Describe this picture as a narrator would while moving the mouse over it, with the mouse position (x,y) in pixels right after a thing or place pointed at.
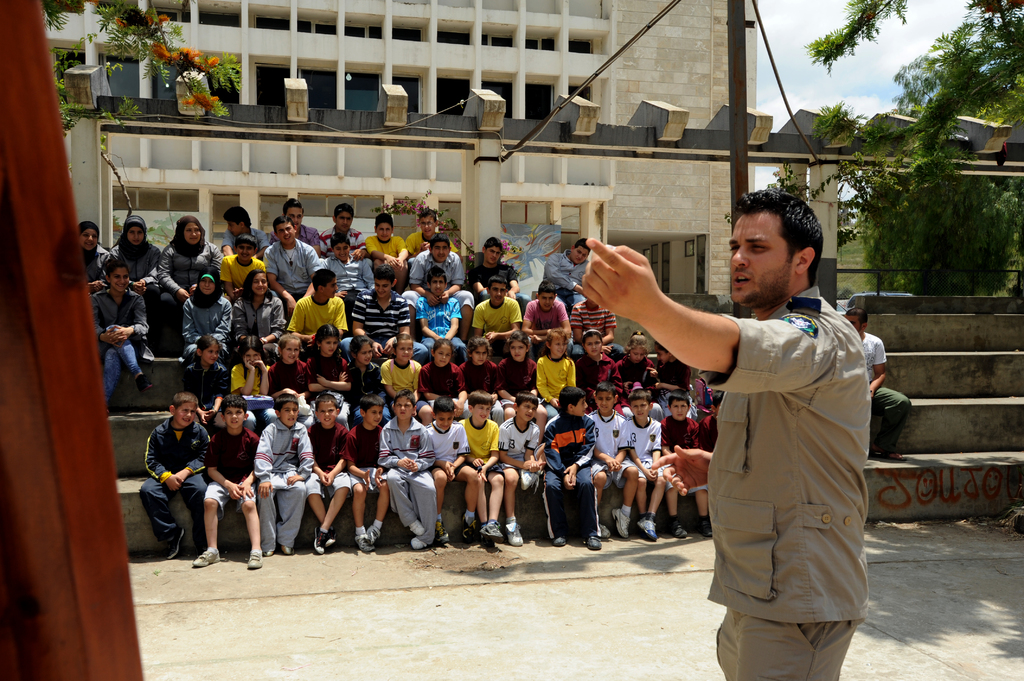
In this image in the foreground (793,368) there is one man (793,435) who is standing and it seems that he is talking something. In the background (421,393) there are some children (416,386) who are sitting and also there are some stairs (922,353), in the background (949,143) there are some buildings (246,62), trees (895,175), pillars (496,209) and some ropes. On the left side (72,369) there is a wooden stick (111,488), at the bottom (306,626) there is a walkway (903,606).
